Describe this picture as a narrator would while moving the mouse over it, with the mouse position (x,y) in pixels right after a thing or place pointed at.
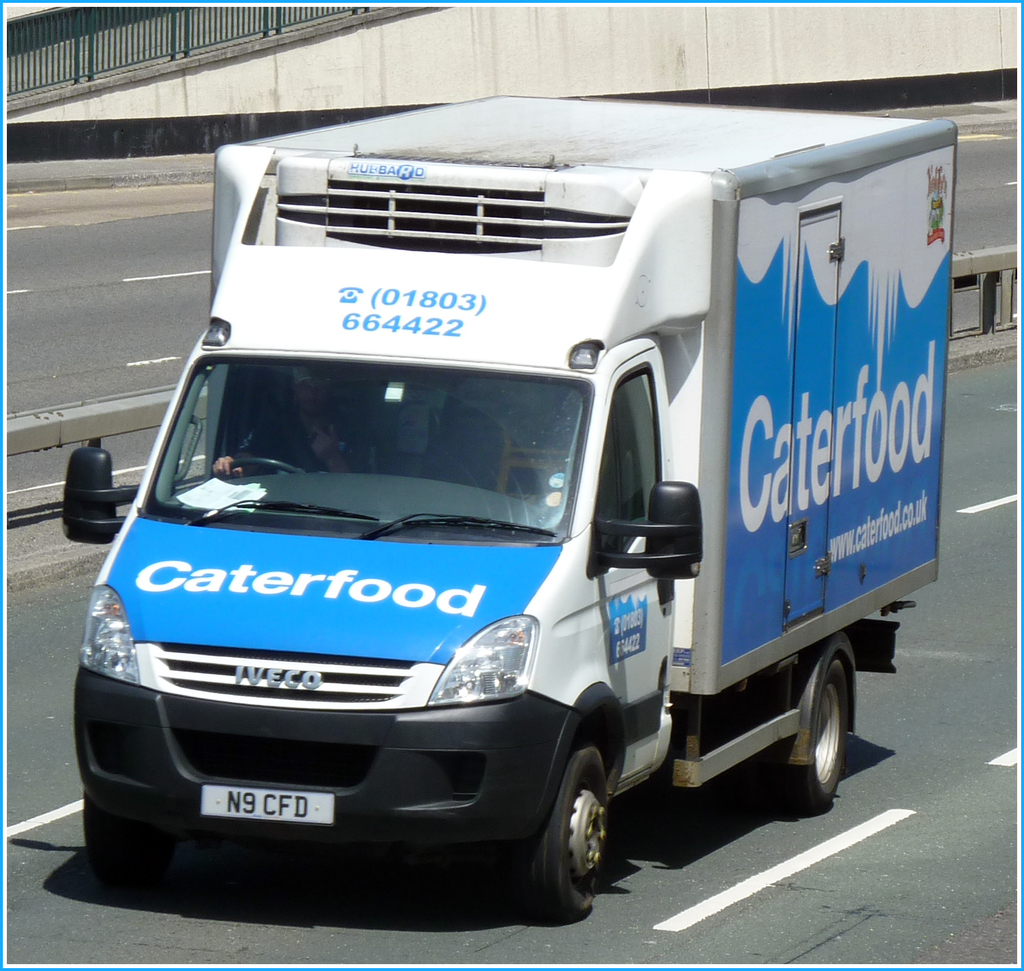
There is a vehicle (809,565) on the road (890,878). Here we can see a person (316,402) inside the vehicle (299,472).
